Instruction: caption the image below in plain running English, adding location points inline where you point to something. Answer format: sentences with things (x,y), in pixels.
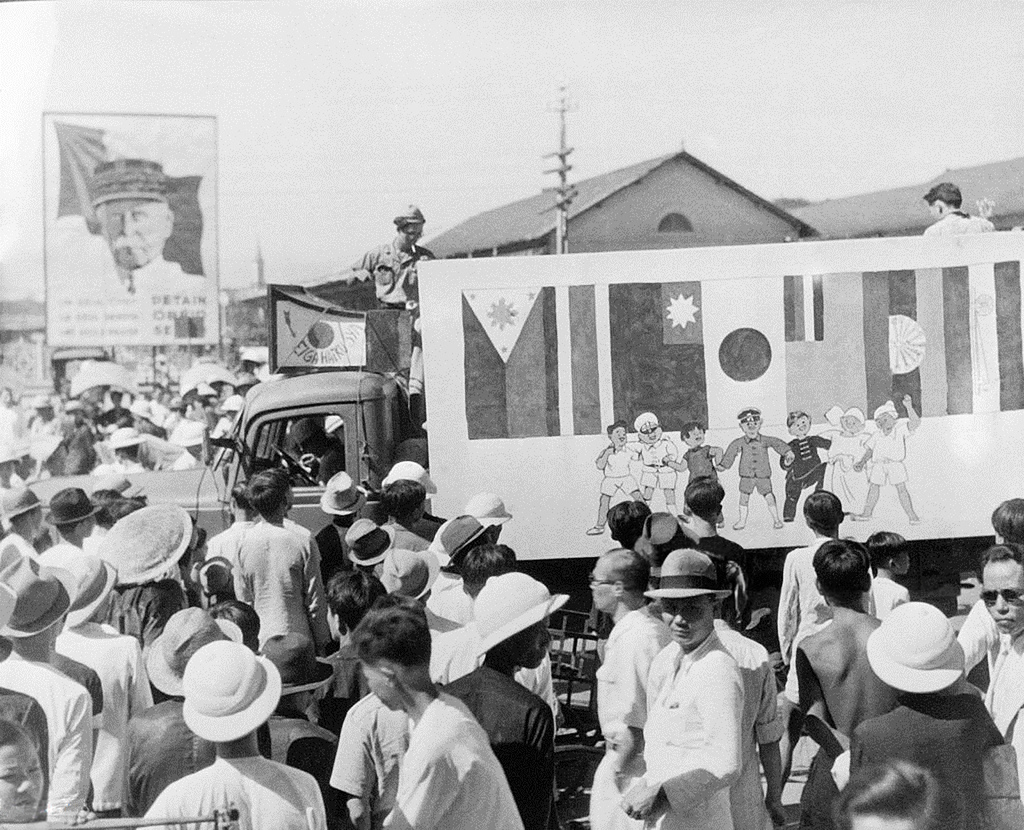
This is a black and white image. In this image we can see posters (890,364), buildings (649,178), street poles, motor vehicles (359,422), persons (431,515) on the ground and sky (839,129).
